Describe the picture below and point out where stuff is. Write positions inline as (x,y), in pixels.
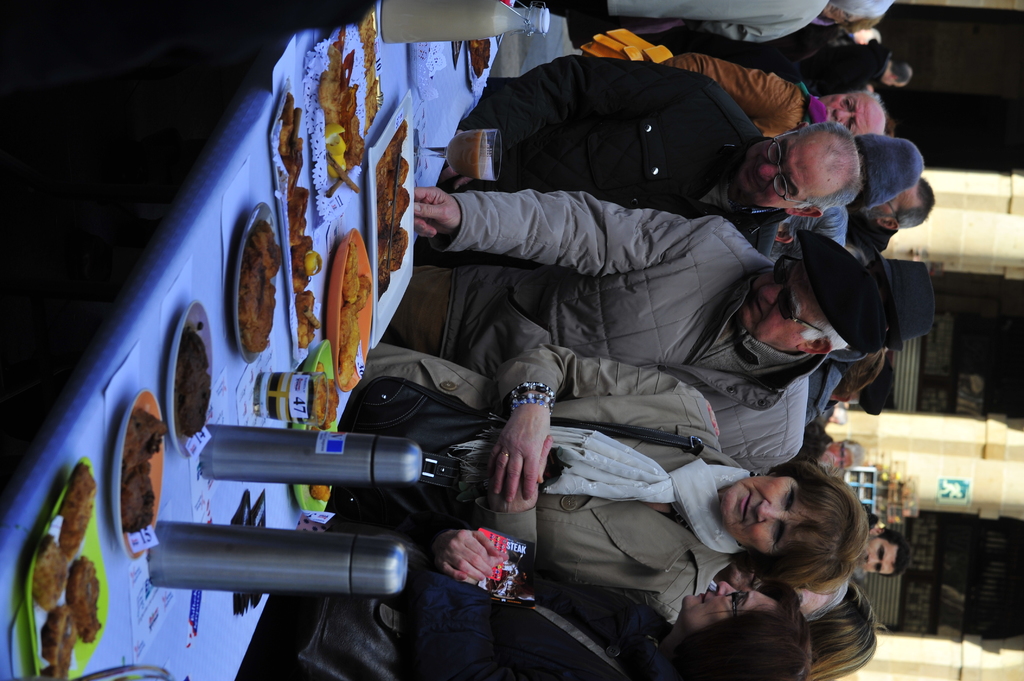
In the center of the picture (503,350) there are people (488,514) standing. On the left (149,330) there are tables (186,261), on the tables (406,90) there are plates (330,303) served with different food items (381,180) and there are glasses (277,412), bottles (421,31) and other objects (168,567). On the right (983,516) there is a building (969,367).
